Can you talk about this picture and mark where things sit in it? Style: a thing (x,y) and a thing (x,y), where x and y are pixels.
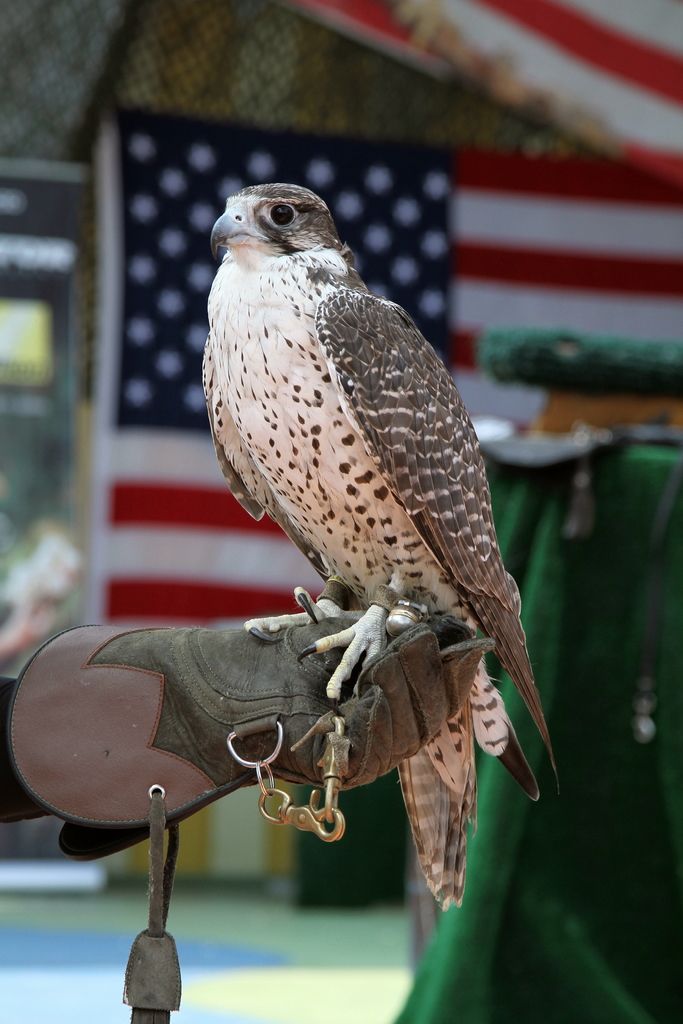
In this picture there is a white and brown color falcon (378,483) is sitting on the person hand (224,695), covered with glove (59,776). Behind there is a american flag (524,297) and blur background (490,300).
